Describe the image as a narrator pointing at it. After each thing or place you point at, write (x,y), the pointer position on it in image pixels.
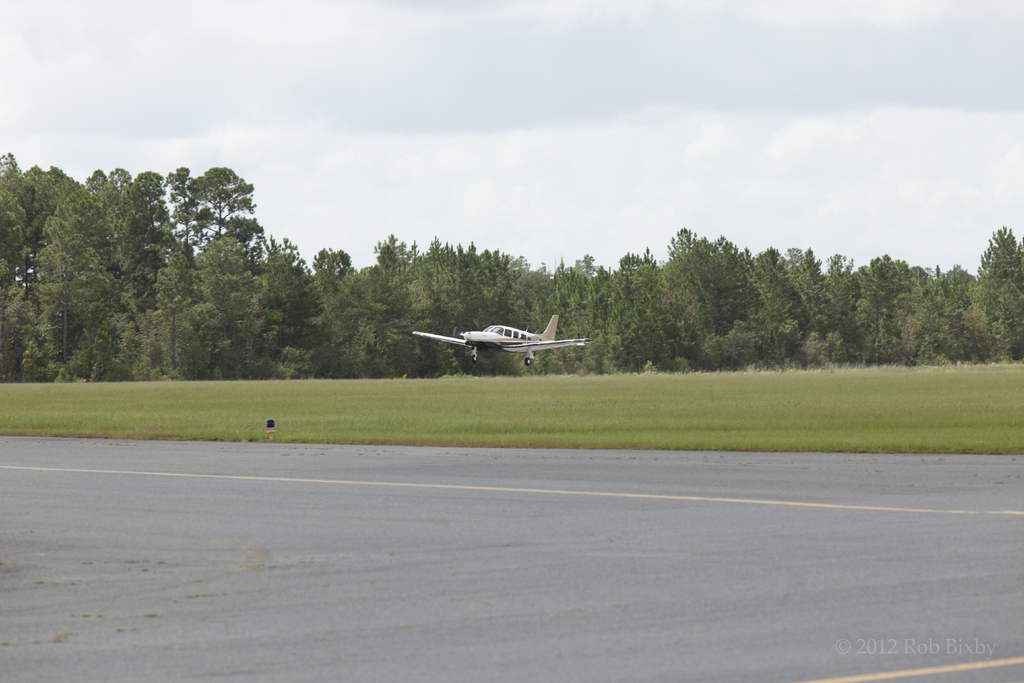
This is an airplane (501,333) flying. It looks like a runway (210,575). This is the grass (936,400). I can see the trees (275,308). Here is the sky (276,137) with the clouds (857,136). At the bottom right side of the image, I can see the watermark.
